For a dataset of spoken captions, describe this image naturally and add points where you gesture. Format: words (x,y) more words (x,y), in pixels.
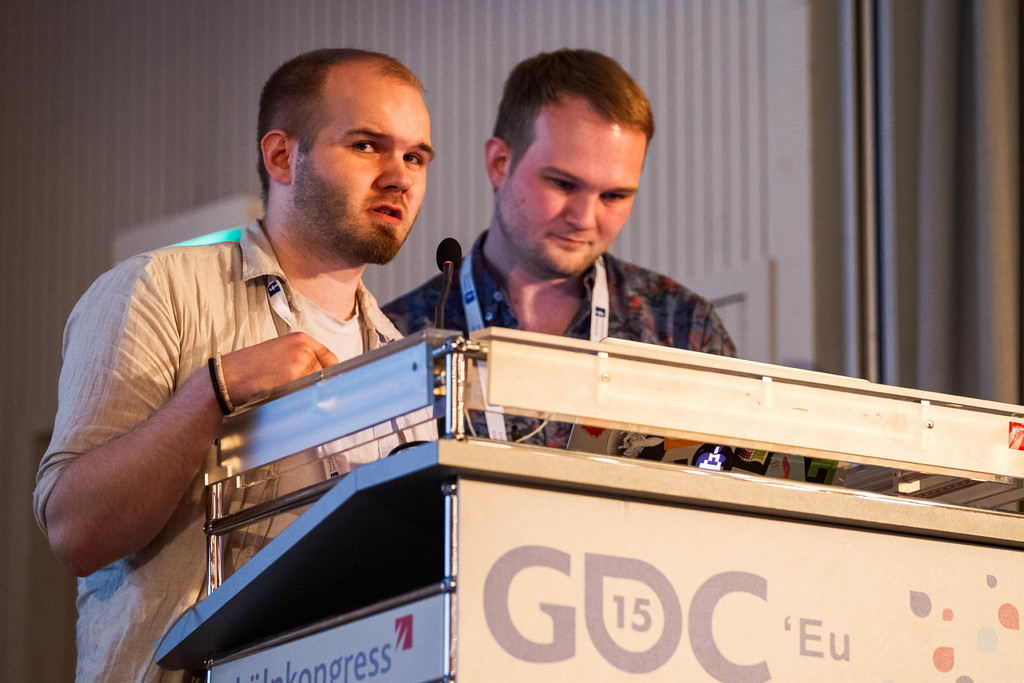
In this image there are two boys (308,259) standing near the podium (513,568). On the podium (577,595) there is a mic (443,307). In the background (250,57) there is a wall (138,79). Both the boys (504,309) are wearing the id cards (596,299).
